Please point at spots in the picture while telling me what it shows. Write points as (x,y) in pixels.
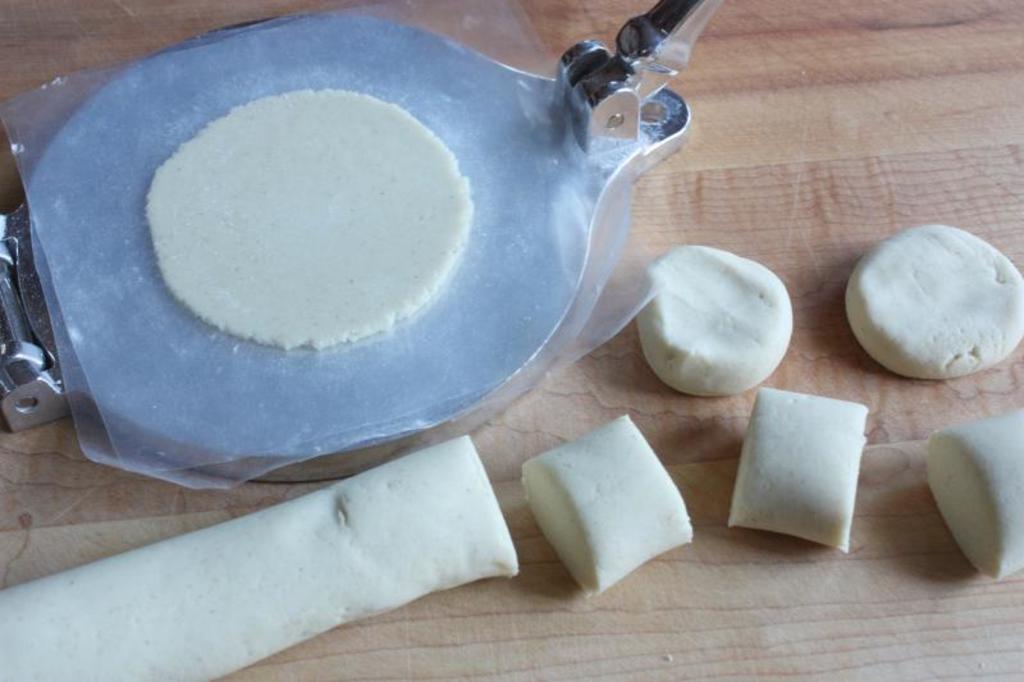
In this image there is some machine (135,126), in the machine (308,384) there is some dough (270,234) and at the bottom (404,528) also there is dough (779,347) and wooden board (922,625).
